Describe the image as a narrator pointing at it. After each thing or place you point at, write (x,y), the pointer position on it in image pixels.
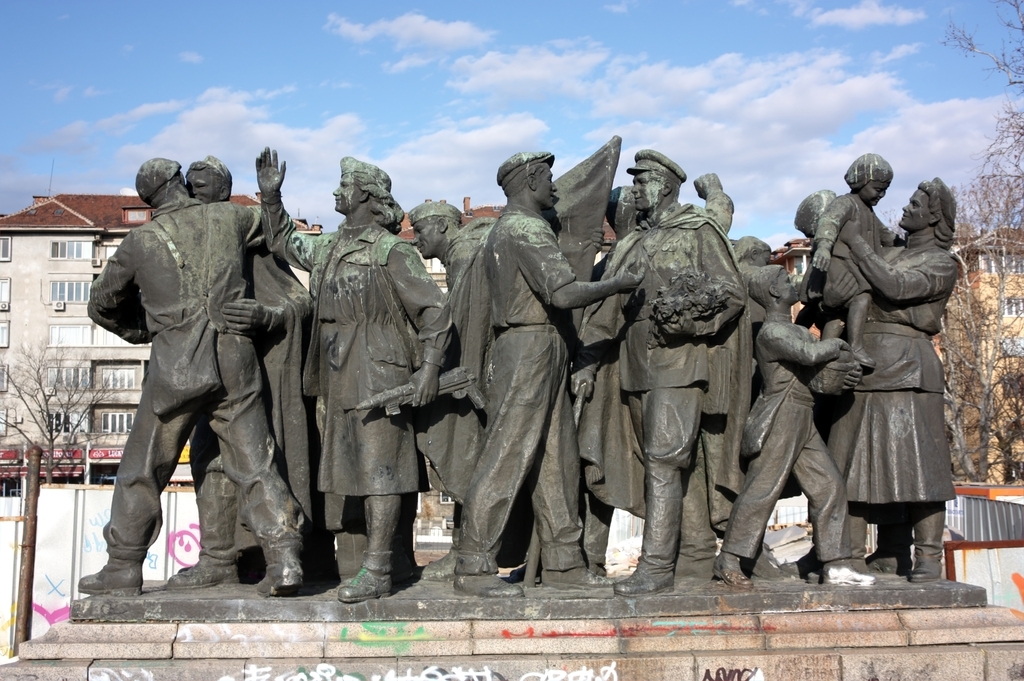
In the middle of the image (353,450) we can see some statues (384,176). Behind the statues (911,434) there are some trees (963,463) and poles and buildings (50,240). At the top of the image (769,167) there are some clouds (840,22) and sky (91,39).
